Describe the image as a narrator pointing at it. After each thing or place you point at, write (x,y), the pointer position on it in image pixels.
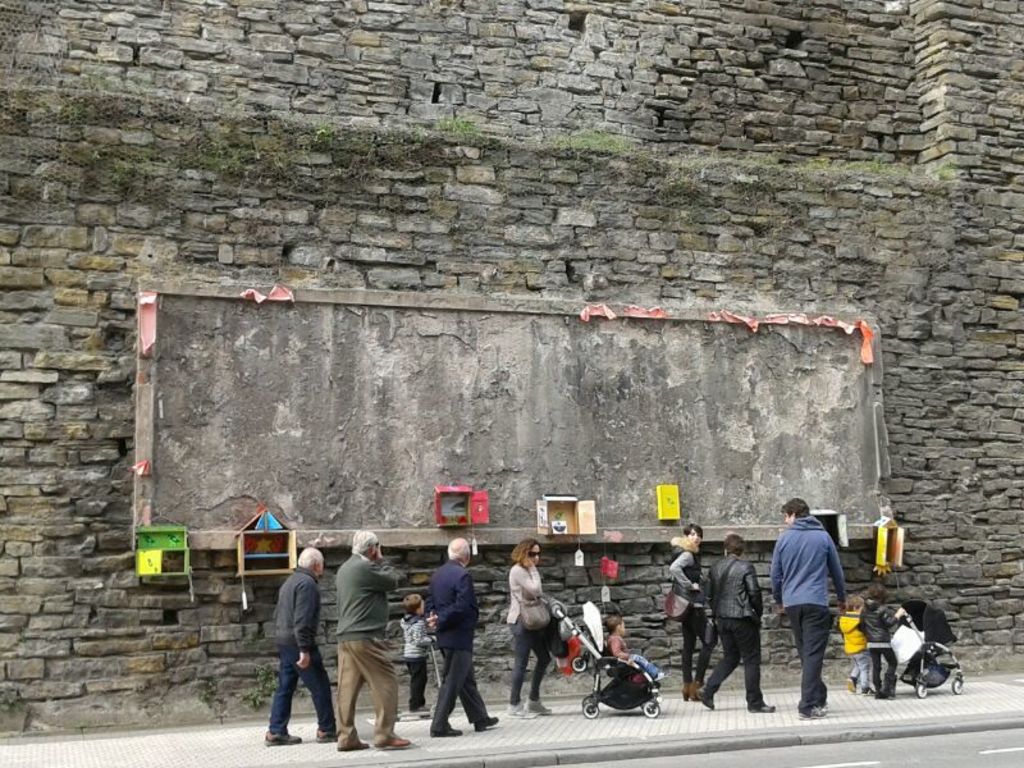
In this image we can see some group of persons (618,631) walking through the sidewalk (634,712) and at the background of the image (530,171) we can see stone wall (188,206).
